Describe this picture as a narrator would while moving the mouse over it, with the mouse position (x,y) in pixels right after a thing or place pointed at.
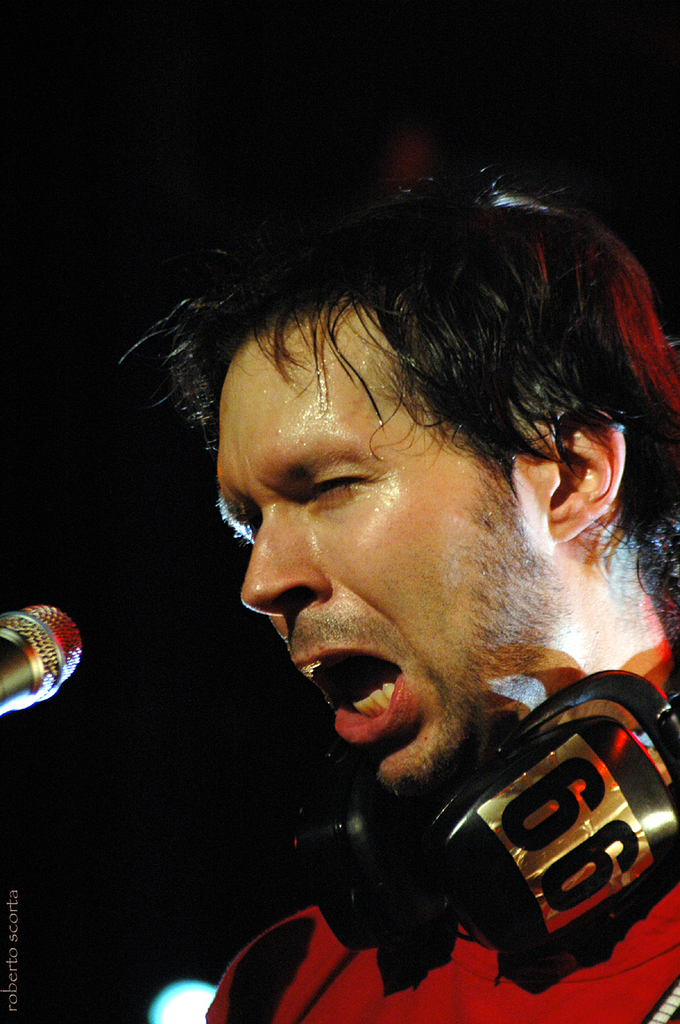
On the right side (458,614) we can see a man (436,559) and there is a headset (498,869) on his neck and on the left side (21,681) we can see a mic (15,688). In the background (54,928) the image is dark.
